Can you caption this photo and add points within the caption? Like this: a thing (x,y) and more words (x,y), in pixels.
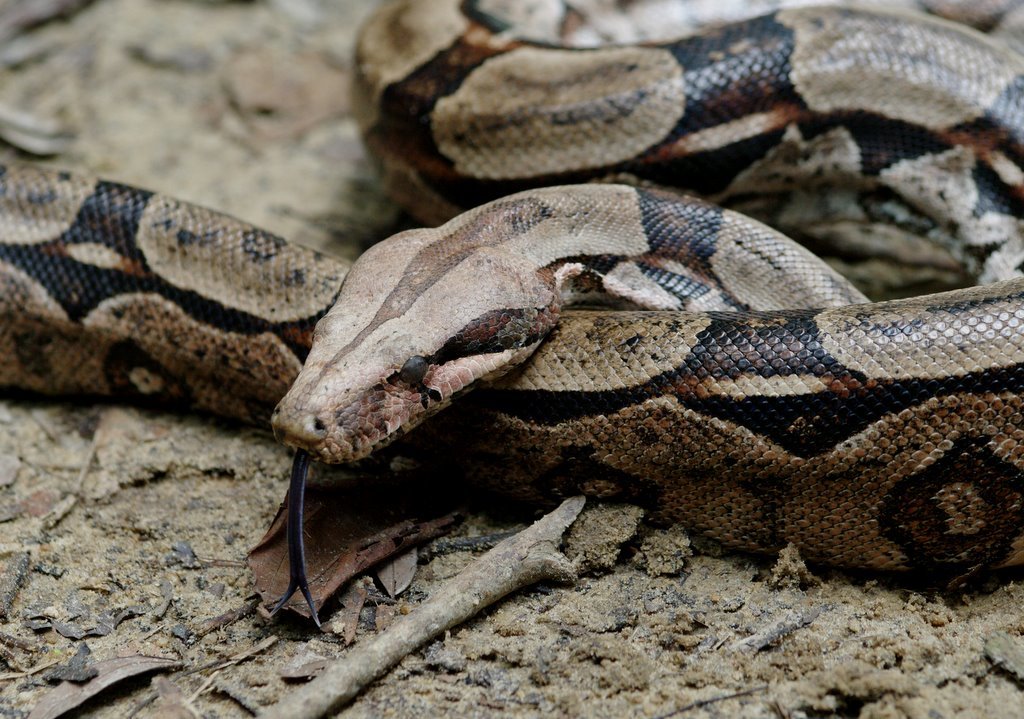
In this image we can see a snake (600,244) on the surface (418,601), there is a stick (430,597) and few leaves (387,547).
